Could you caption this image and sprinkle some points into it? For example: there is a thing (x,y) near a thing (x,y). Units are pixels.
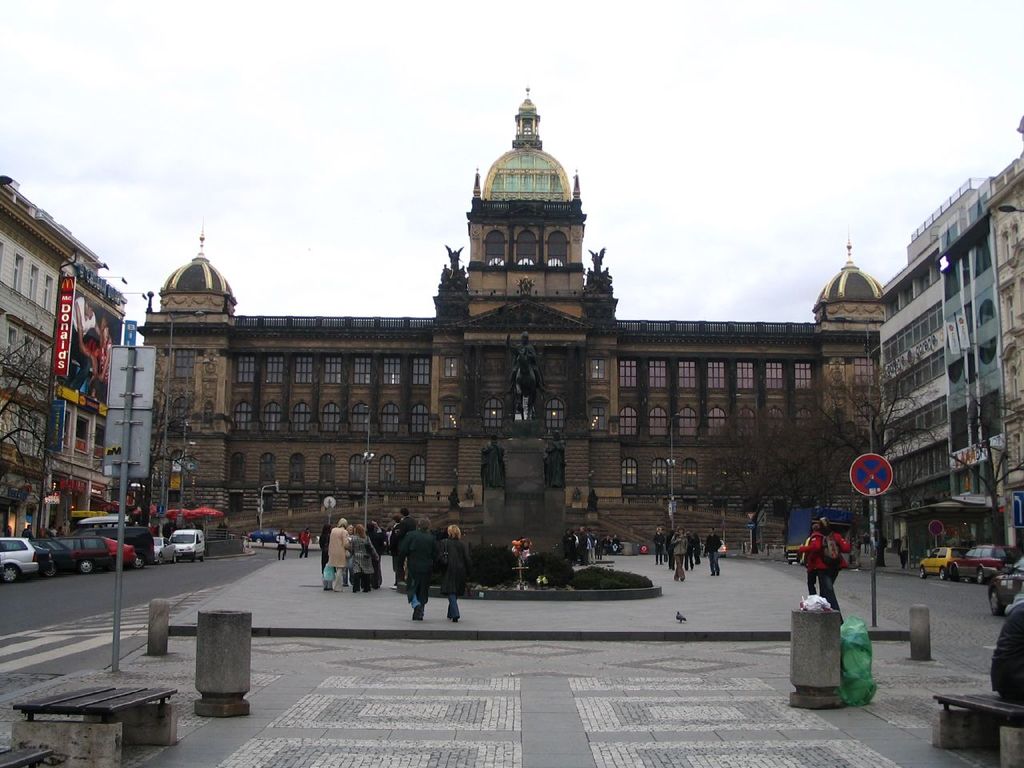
In this image we can see some buildings (602,277) with windows (626,374). We can also see a group of people (366,546) and vehicles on the road (708,713), a dustbin (795,684), a cover (848,647), some signboards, some trees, poles (276,485), a banner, some benches (1021,734) and the sky (626,170) which looks cloudy.
